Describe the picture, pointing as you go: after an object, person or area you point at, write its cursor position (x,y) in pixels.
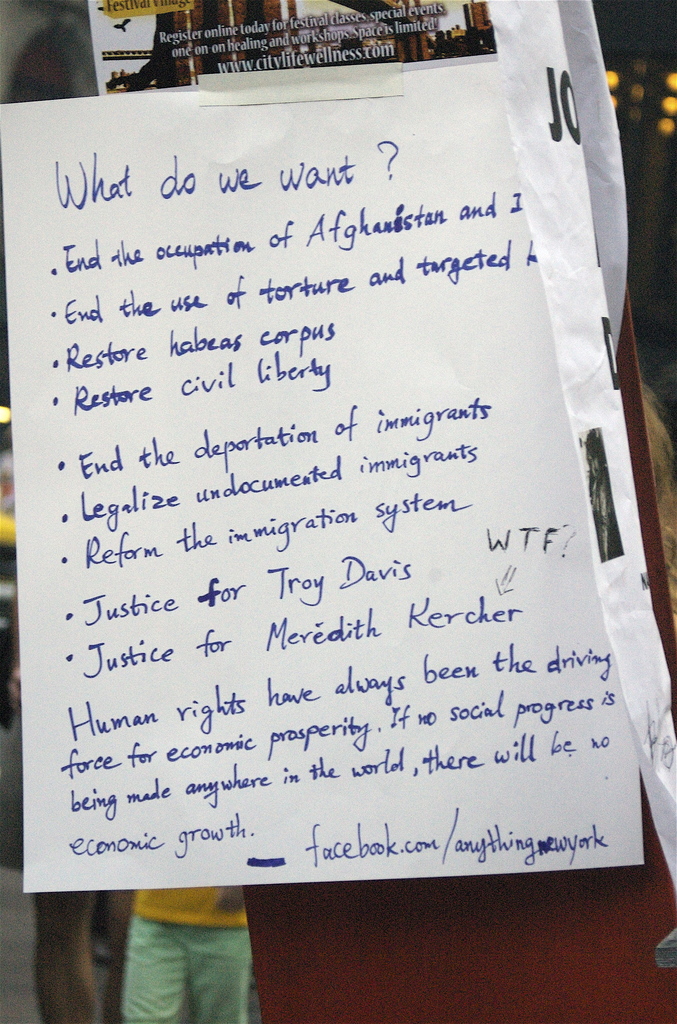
In this image in the front (291,401) there is a paper (298,415) with some text (345,428) written on it. In the background (187,966) there is a person (178,947) and there is an object (422,945) which is brown in colour.
